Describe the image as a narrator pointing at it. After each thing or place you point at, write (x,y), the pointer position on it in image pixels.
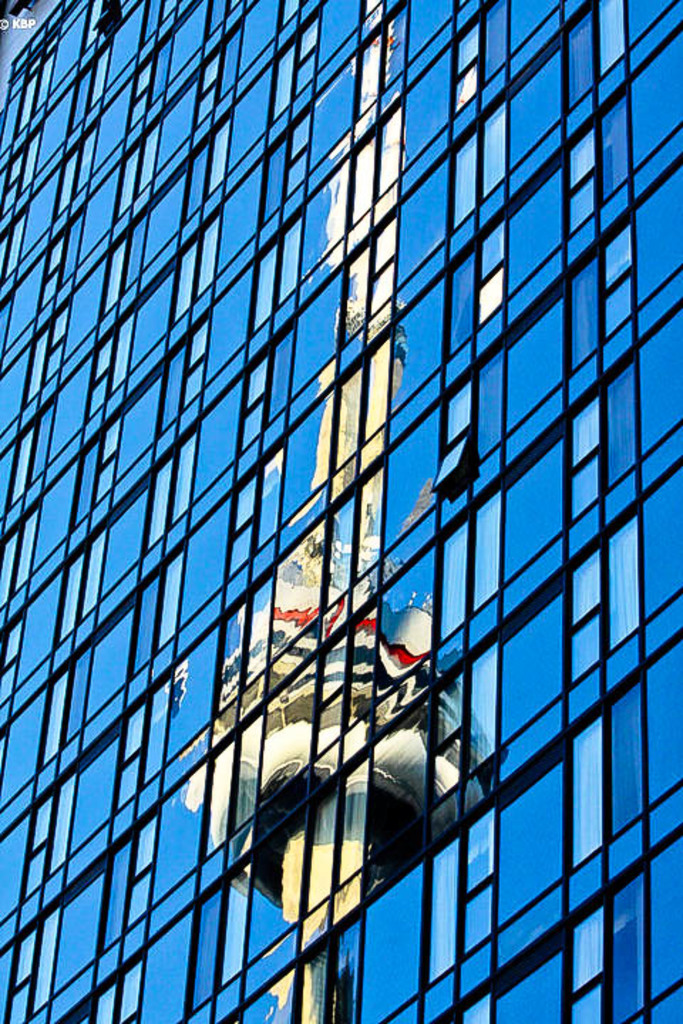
On this glass building (131,579) we can see the reflection (252,632) of a tower (260,869).
